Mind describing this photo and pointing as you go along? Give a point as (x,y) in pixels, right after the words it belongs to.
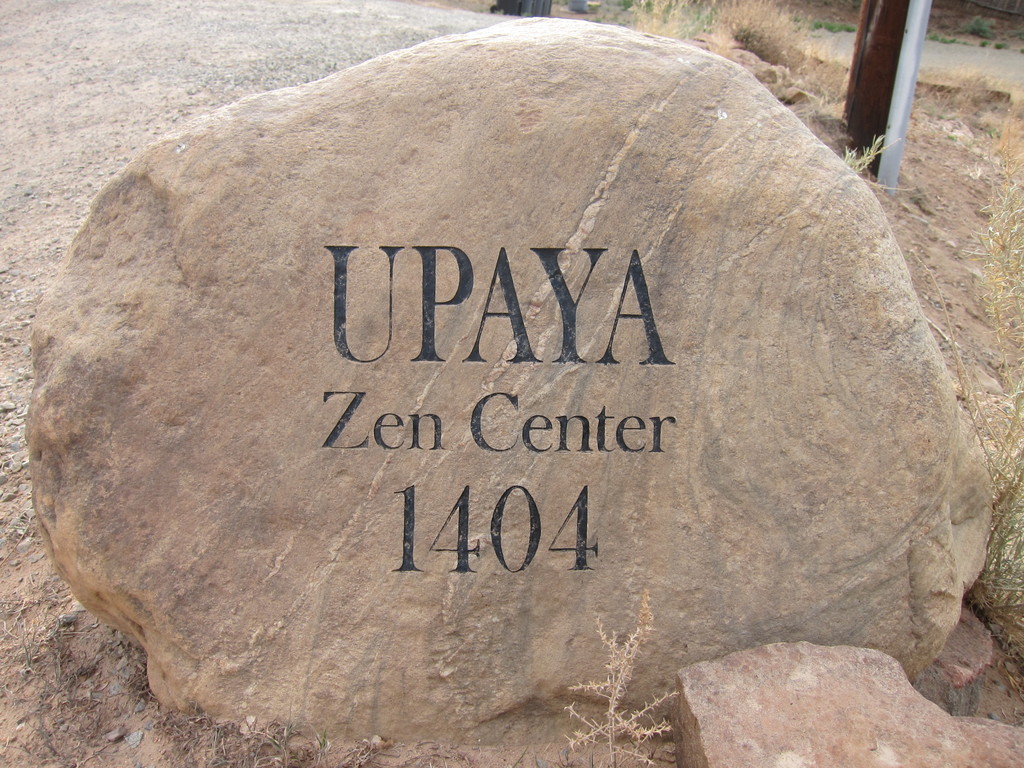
In this image I can see a rock (417,141), text (544,262), grass (1016,238) and a road (197,19). This image is taken during a day.
